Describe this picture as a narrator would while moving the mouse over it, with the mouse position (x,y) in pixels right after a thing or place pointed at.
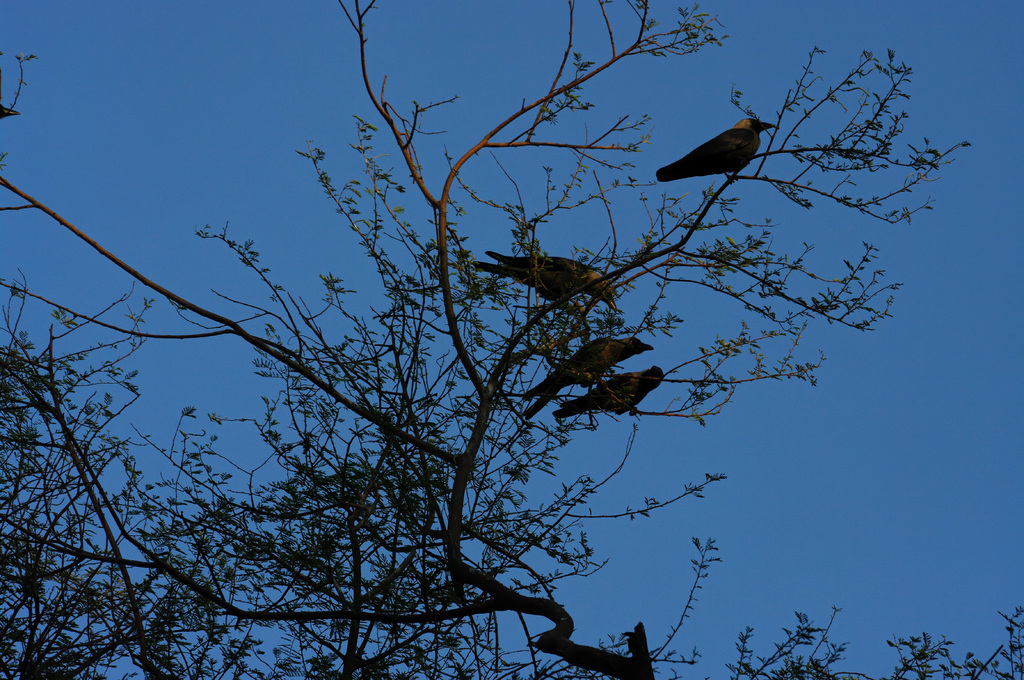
In this image we can see branches (544,613) of trees (551,581). On that there are crows (721,148). In the background (637,245) there is sky (815,471).
